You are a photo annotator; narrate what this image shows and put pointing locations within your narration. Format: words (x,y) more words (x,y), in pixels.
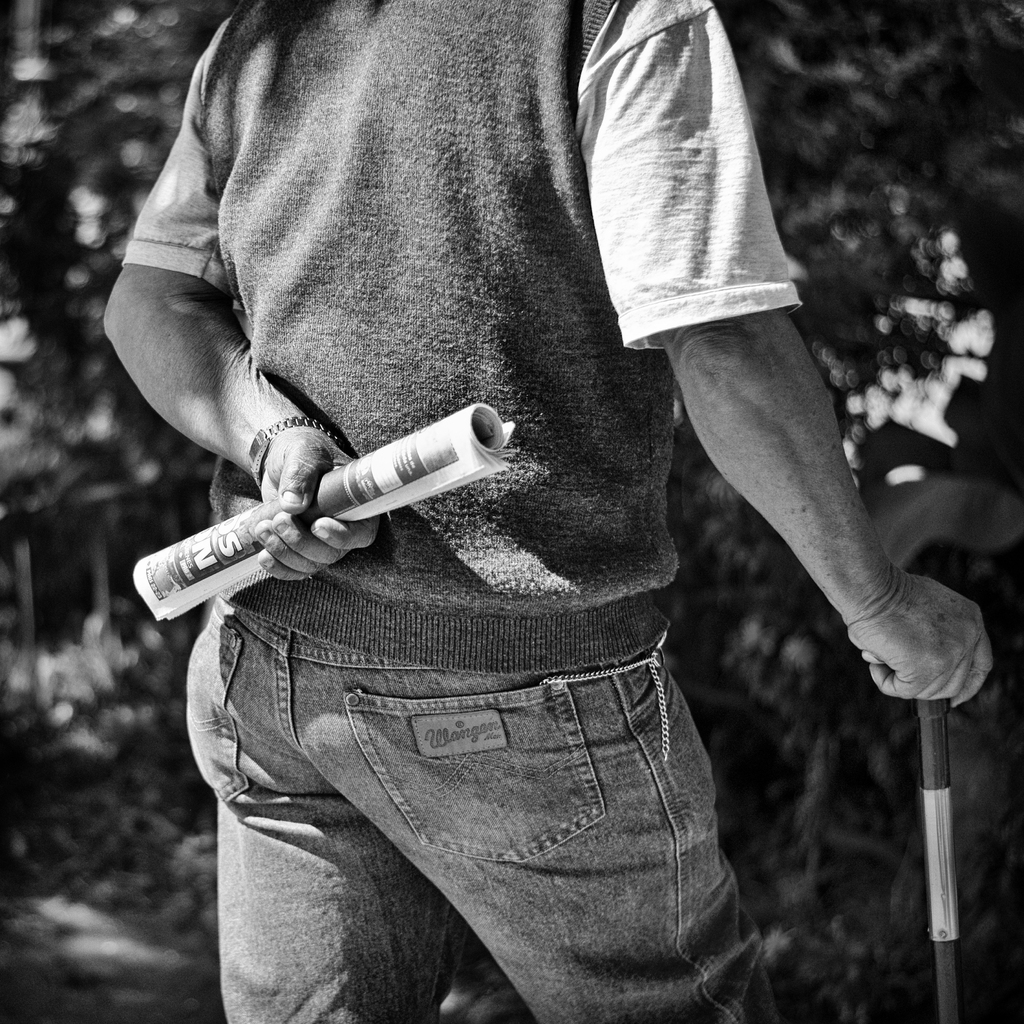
It is the black and white image in which there is a man (501,492) who is holding the newspaper (368,484) by holding the walking stick (927,822). In the background (877,239) there are trees (858,253).
